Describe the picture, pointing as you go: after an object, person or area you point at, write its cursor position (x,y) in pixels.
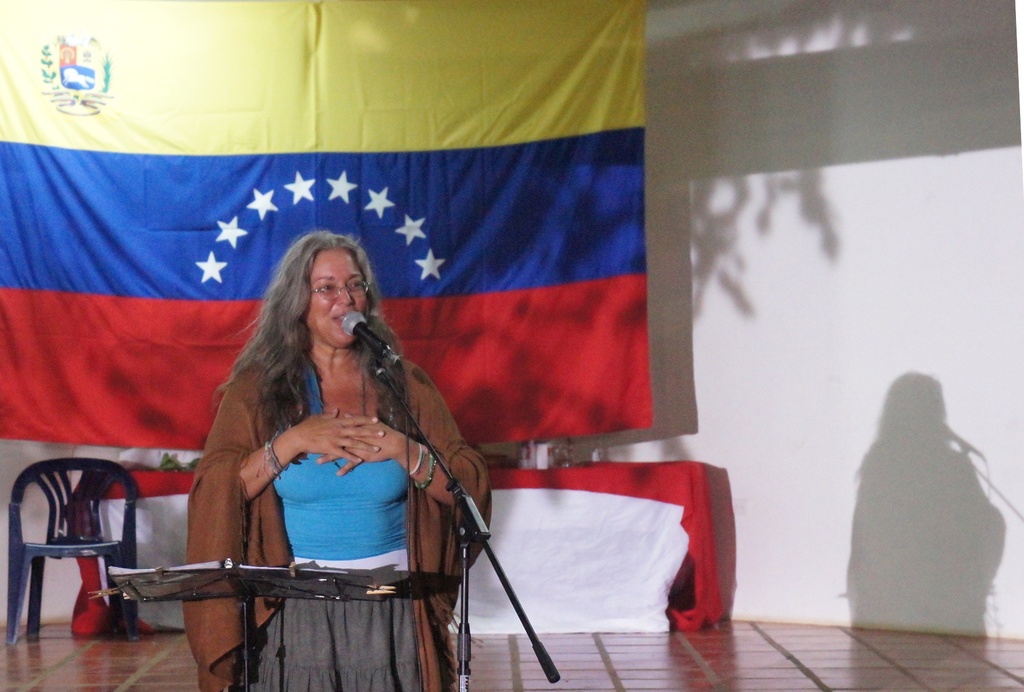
There is a woman (338,390) standing and speaking in front of a mic (391,348) and there is a stand (245,596) in front of her and there is a flag (304,133) behind her.
